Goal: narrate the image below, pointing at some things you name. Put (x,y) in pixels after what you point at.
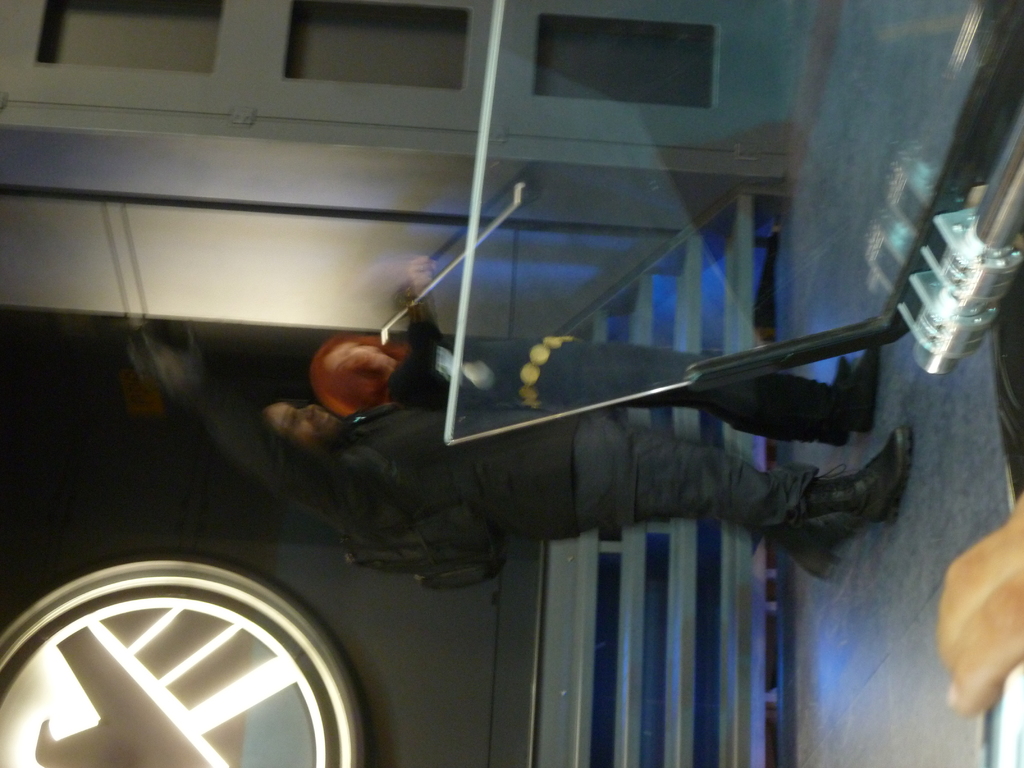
In this picture there is a woman (552,473) who is standing near to the wall (421,665). At the bottom (600,707) I can see the railing (551,705). On the right (755,40) I can see the glass stand (795,193). At the top (412,63) I can see the door (288,66).
